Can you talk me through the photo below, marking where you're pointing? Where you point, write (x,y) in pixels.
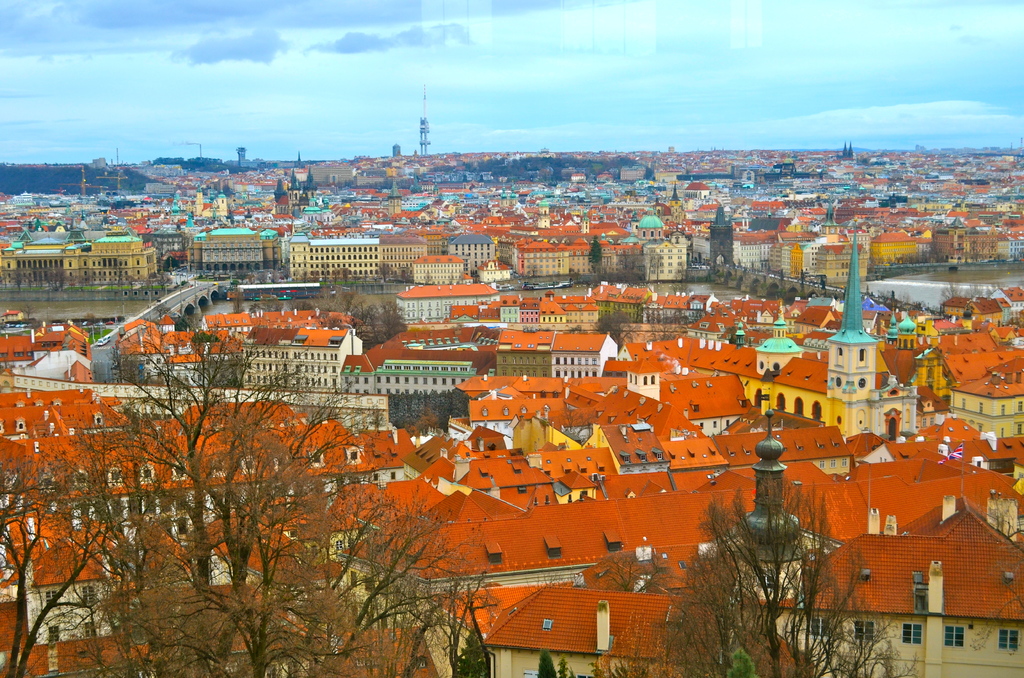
In this picture we can see trees (761,609) and few buildings (553,385), and also we can see water (248,303) and bridges (217,291) over the water (125,301).
